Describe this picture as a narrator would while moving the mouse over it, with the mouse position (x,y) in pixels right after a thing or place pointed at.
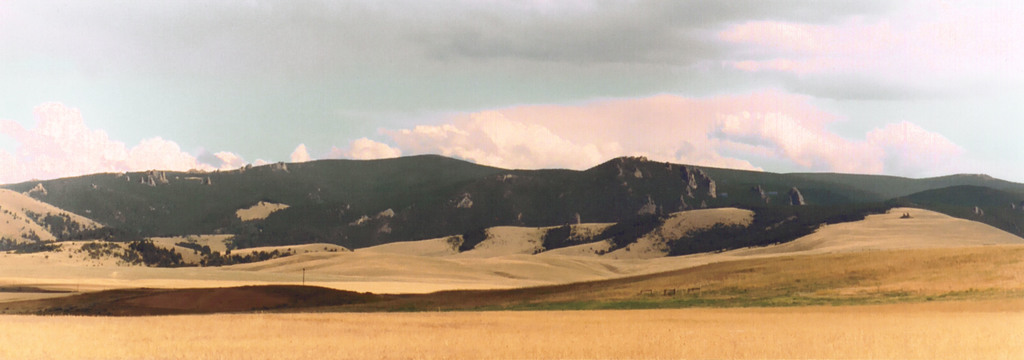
In this picture I can see mountains (541,237), trees (543,245) and a pole (303,278). In the background (503,74) I can see the sky (458,104).
